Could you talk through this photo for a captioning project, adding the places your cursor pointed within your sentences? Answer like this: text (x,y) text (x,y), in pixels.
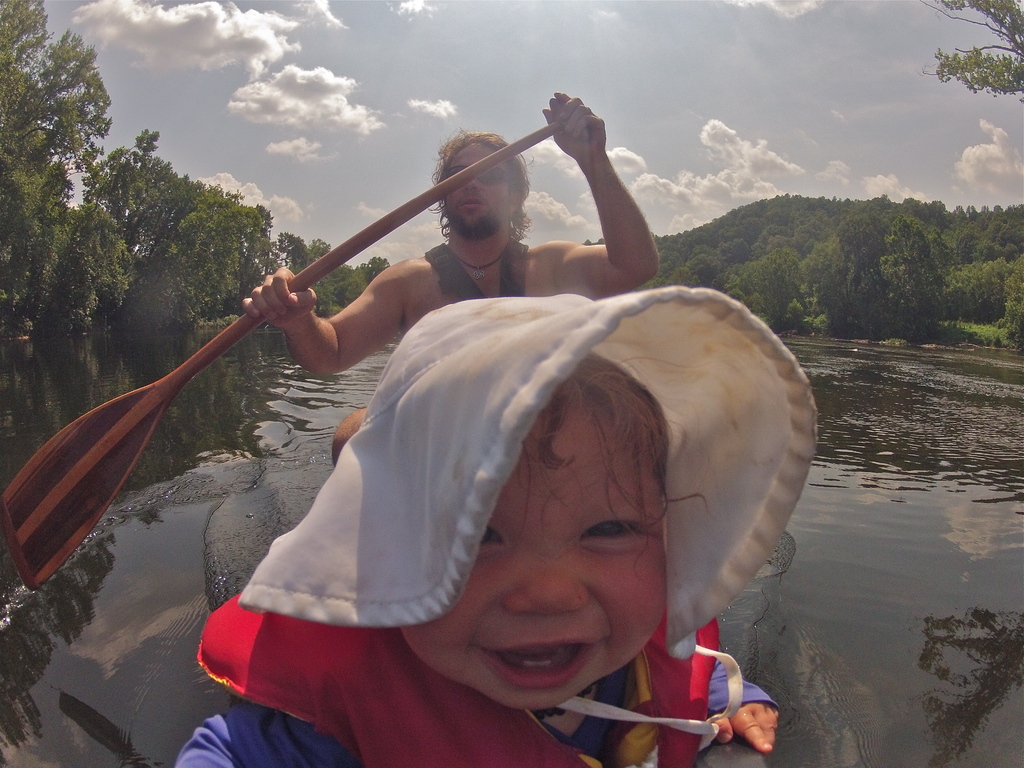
At the bottom of the image (914,626) I can see the water (971,593). It is looking like a river (950,572). In the foreground (640,584), I can see a baby (451,616). At the back of this baby (533,377) a man (534,290) is sitting on the boat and holding a paddle (366,236) in the hands (284,279). In the background (306,266) there are many trees (839,231). At the top of the image (586,53) I can see the sky (412,49) and clouds (189,34).
